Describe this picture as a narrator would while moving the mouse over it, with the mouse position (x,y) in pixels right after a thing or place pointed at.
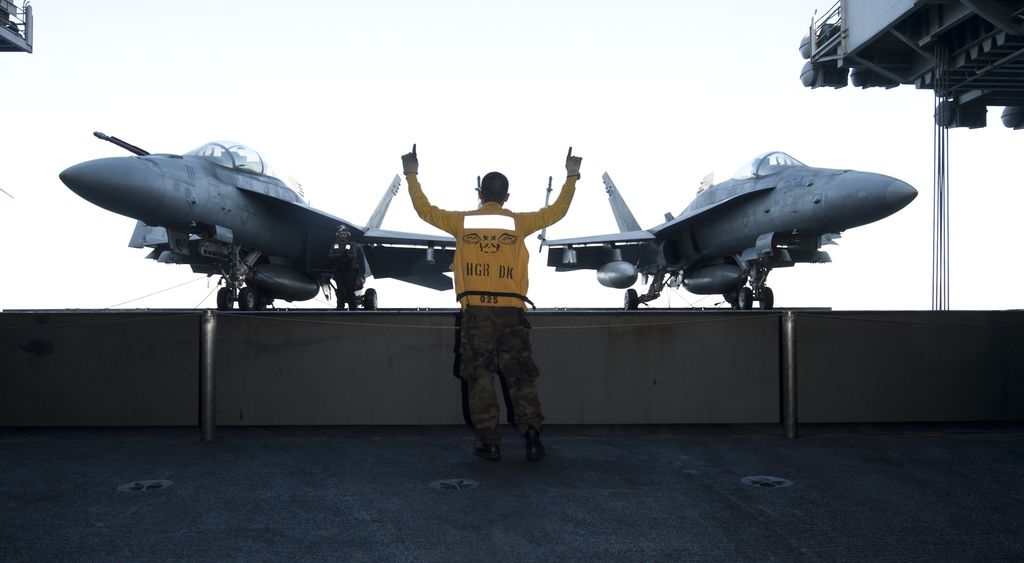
In this image we can see there are two planes (438,272) and man (465,369) standing in the middle (458,225), also there is a roof (909,50) beside.
